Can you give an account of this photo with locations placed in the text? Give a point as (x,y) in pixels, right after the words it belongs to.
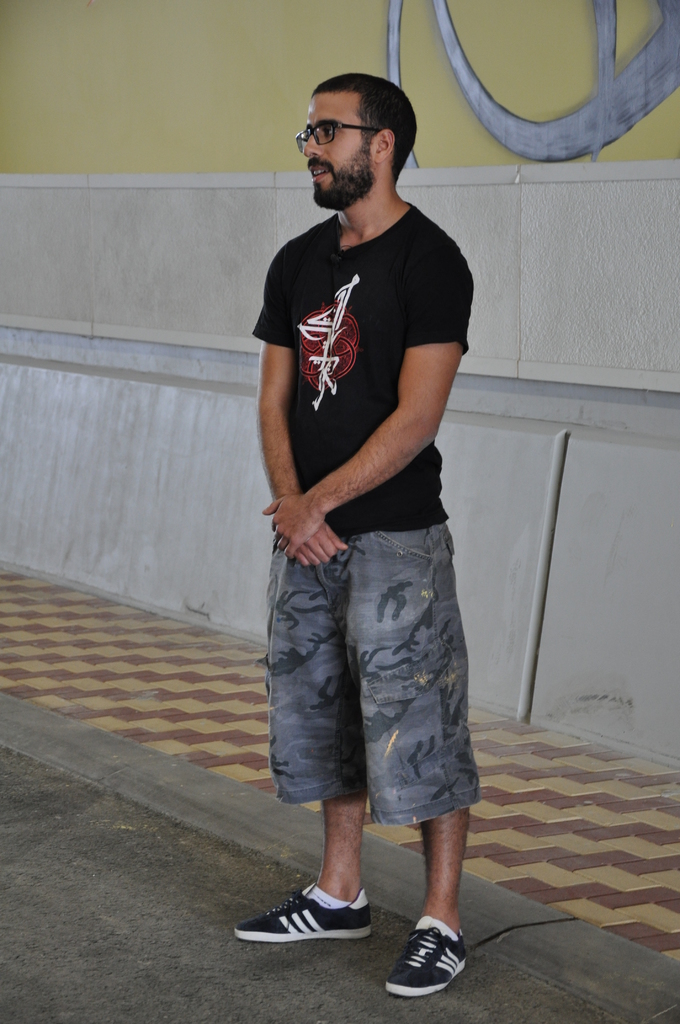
In the center of the image (333,371) we can see a person (323,739) standing on the road (320,957). In the background (59,129) there is wall (499,208).
